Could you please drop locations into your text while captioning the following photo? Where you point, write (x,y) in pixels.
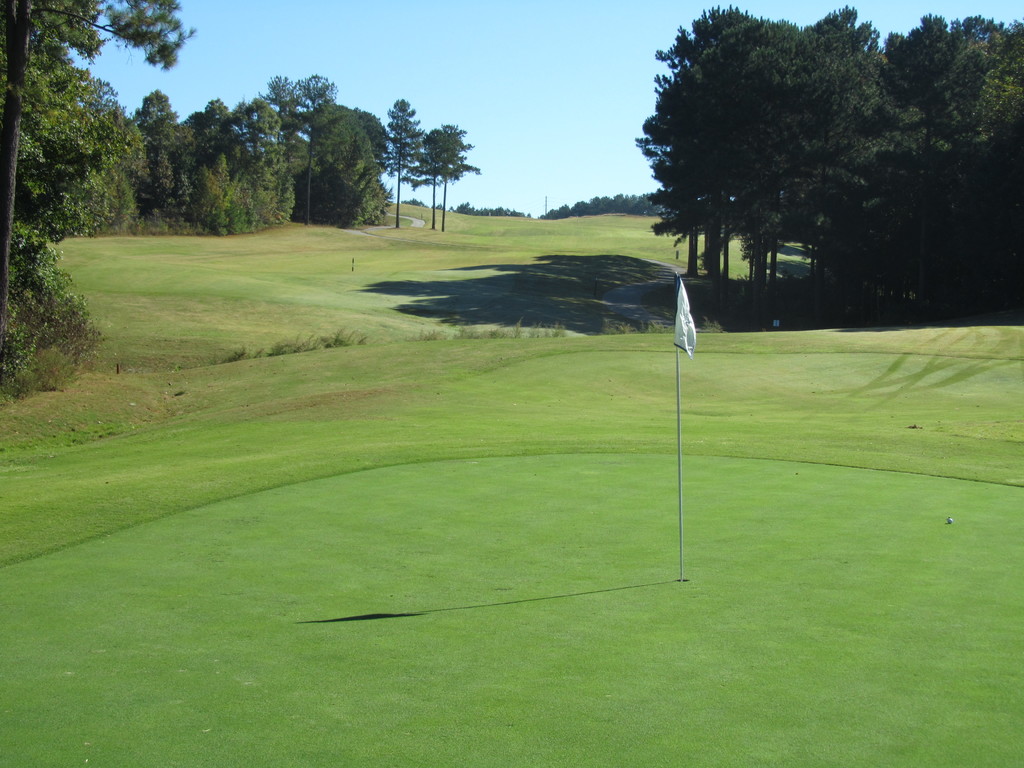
In this image, we can see a white cloth (687,319) with pole (680,414). At the bottom (635,617), there is a grass (428,587). Background (976,260) there are so many trees (967,302), plants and sky (517,115).
